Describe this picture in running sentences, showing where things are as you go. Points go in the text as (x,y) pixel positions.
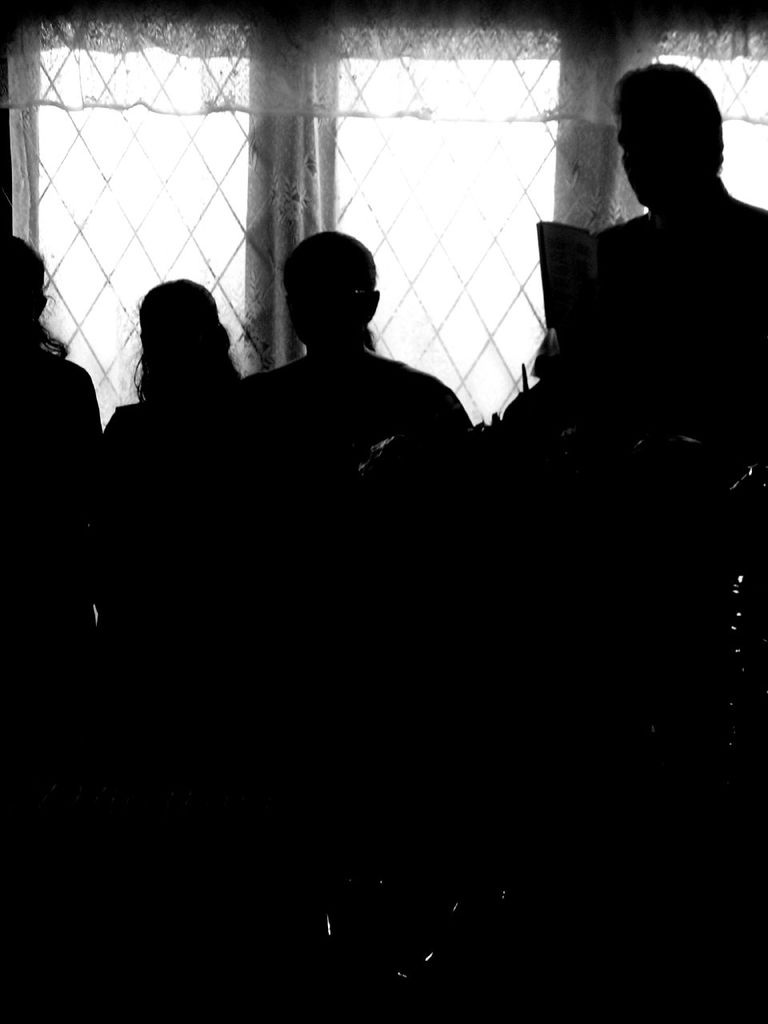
This is a black and white picture. Here, we see four people (201,635) standing. Behind them, we see the windows (402,166). At the bottom of the picture (428,778), it is black in color and this picture might be clicked in the dark.
